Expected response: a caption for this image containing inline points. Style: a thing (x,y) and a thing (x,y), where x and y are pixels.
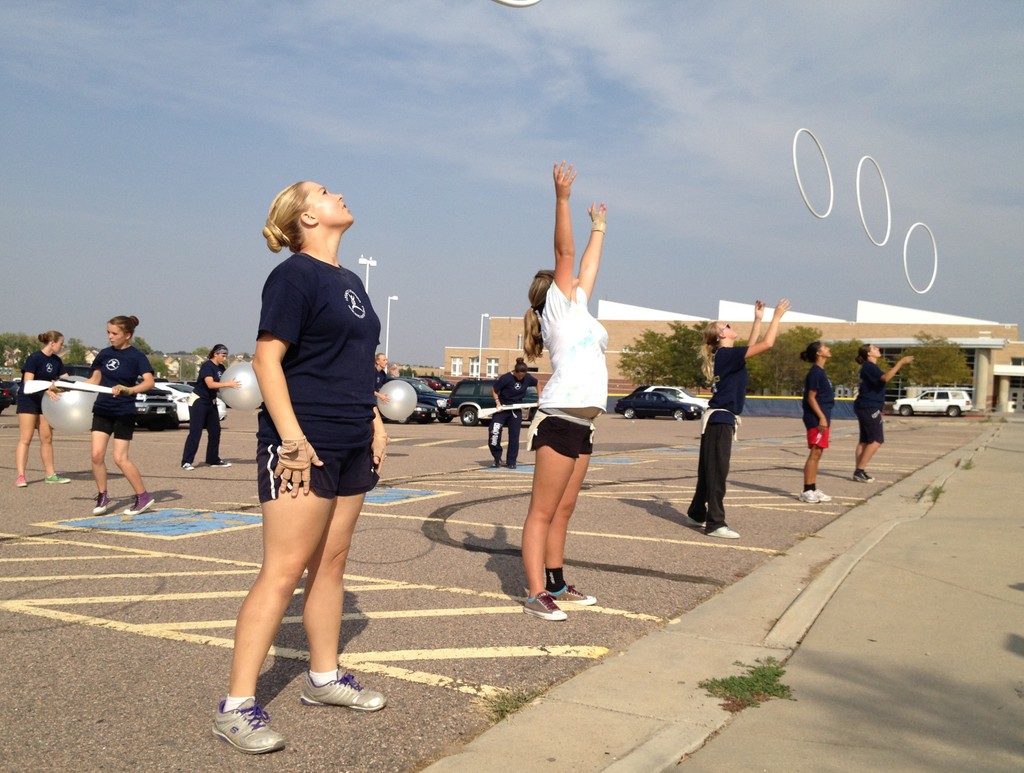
In the center of the image (524,414) we can see a buildings (615,357), trees (682,357), cars (692,394), trucks (466,403) and some persons (313,451) are there. At the top of the image (483,103) sky (557,81) is present. At the bottom of the image (718,663) ground (704,674) is there.
